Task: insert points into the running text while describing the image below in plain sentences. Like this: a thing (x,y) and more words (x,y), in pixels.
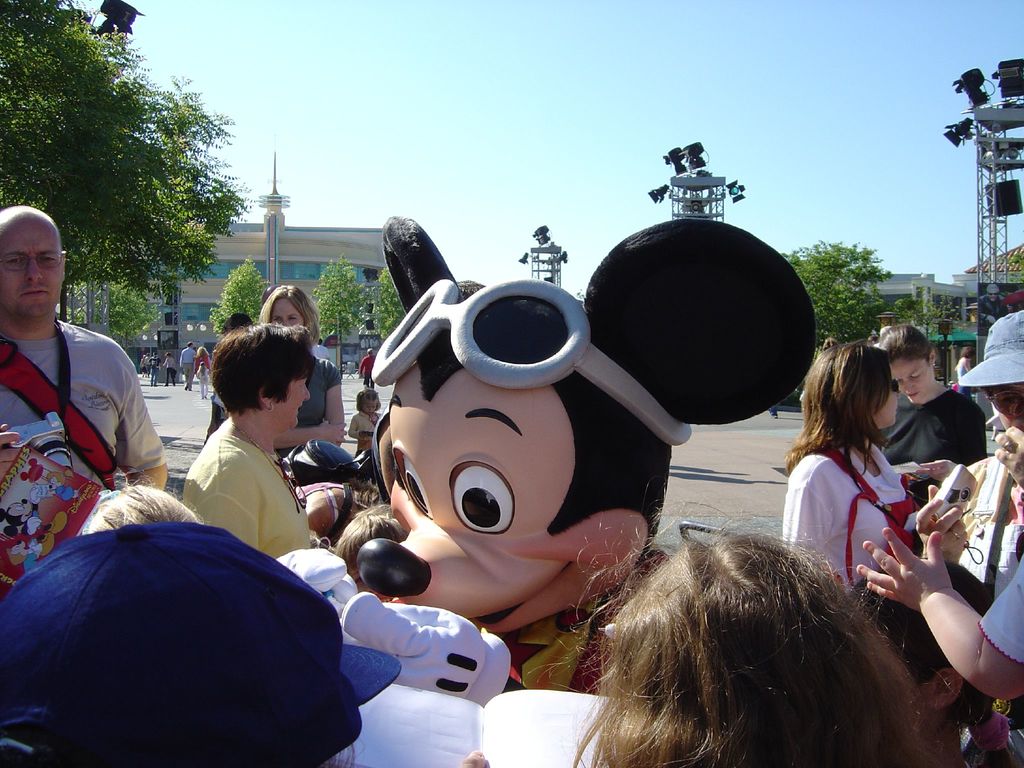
In this picture we can see group of person (885,596) standing around the Mickey Mouse (654,440). In the background (254,278) we can see a building (263,261), towers (701,218) and trees (125,341). Here we can see group of persons (182,362) walking on the road (195,417). On the top (527,90) there is a sky (538,87).
